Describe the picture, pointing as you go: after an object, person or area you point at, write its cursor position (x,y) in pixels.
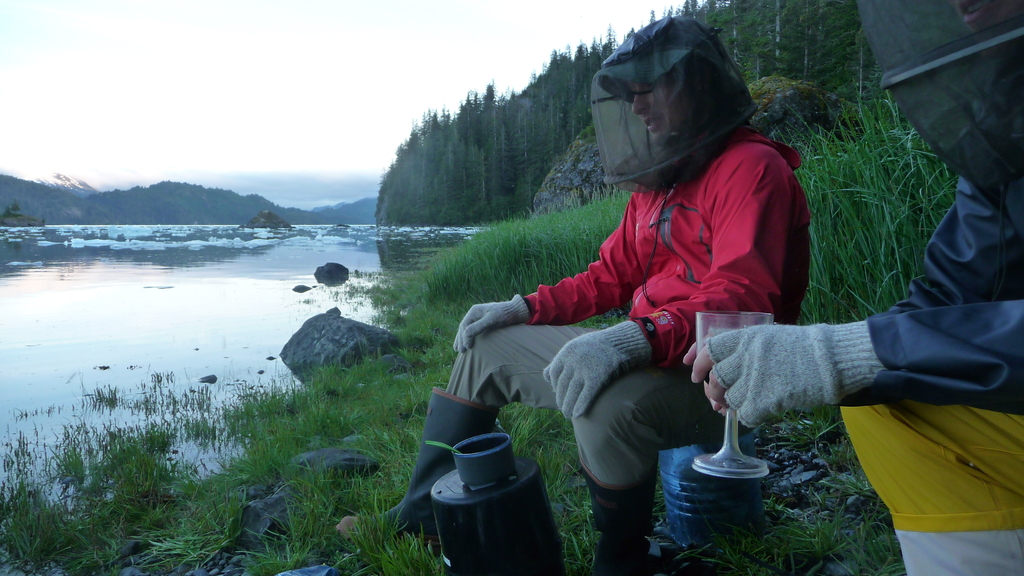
In this picture we can see two people (724,303), gloves (601,353), glass (704,343), plants (572,503), rocks (331,350), water (205,308), trees (589,98), mountains (136,209) and some objects (538,477) and in the background (254,102) we can see the sky (275,60).
